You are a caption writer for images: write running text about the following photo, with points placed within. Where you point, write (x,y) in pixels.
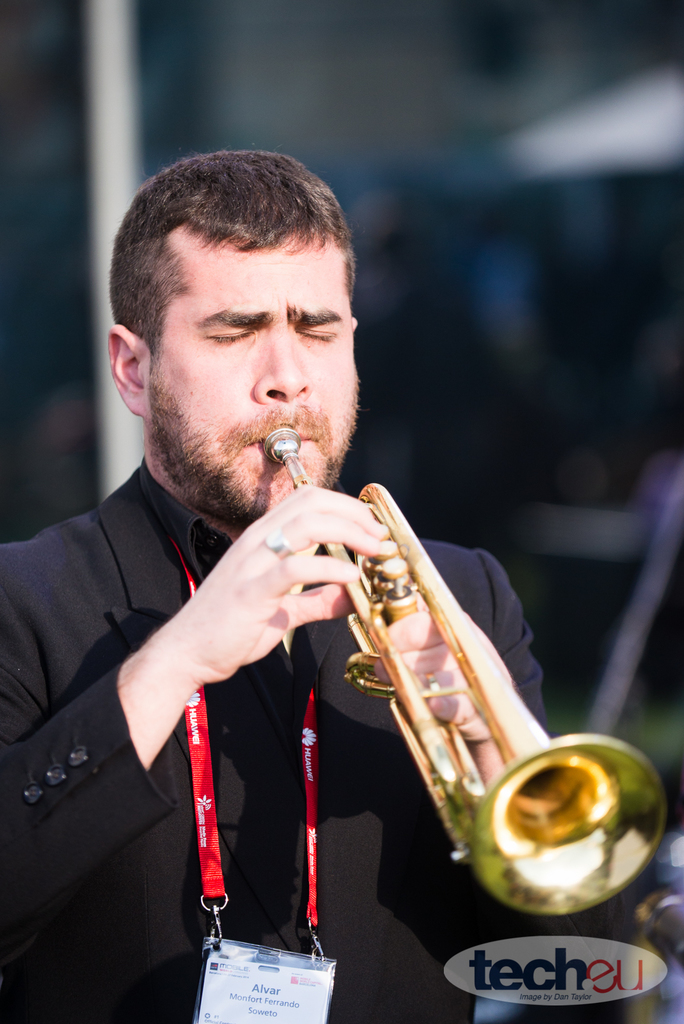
This is a zoomed in picture. In the foreground (149,669) there is a man (127,552) wearing black color suit (117,733) and playing a trumpet (483,684). The background of the image (521,142) is blurry. At the bottom (598,996) there is a watermark (605,945) on the image.
